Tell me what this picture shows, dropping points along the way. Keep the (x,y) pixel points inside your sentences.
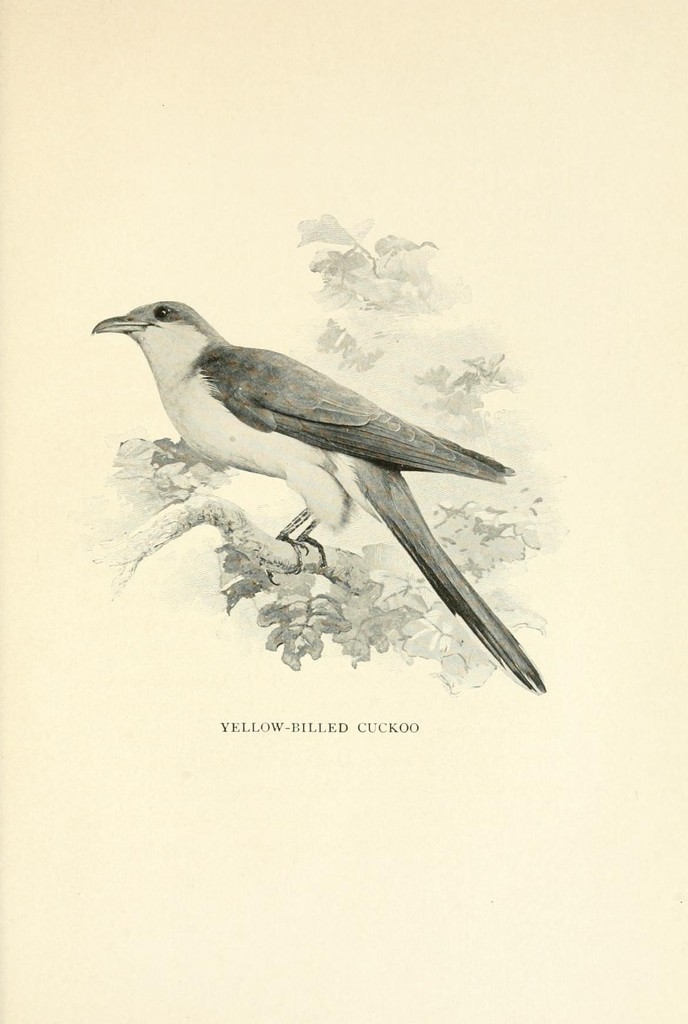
In this image we can see the black and white picture of a bird (404,489) on the branch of a tree (394,641). We can also see some text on this image.
